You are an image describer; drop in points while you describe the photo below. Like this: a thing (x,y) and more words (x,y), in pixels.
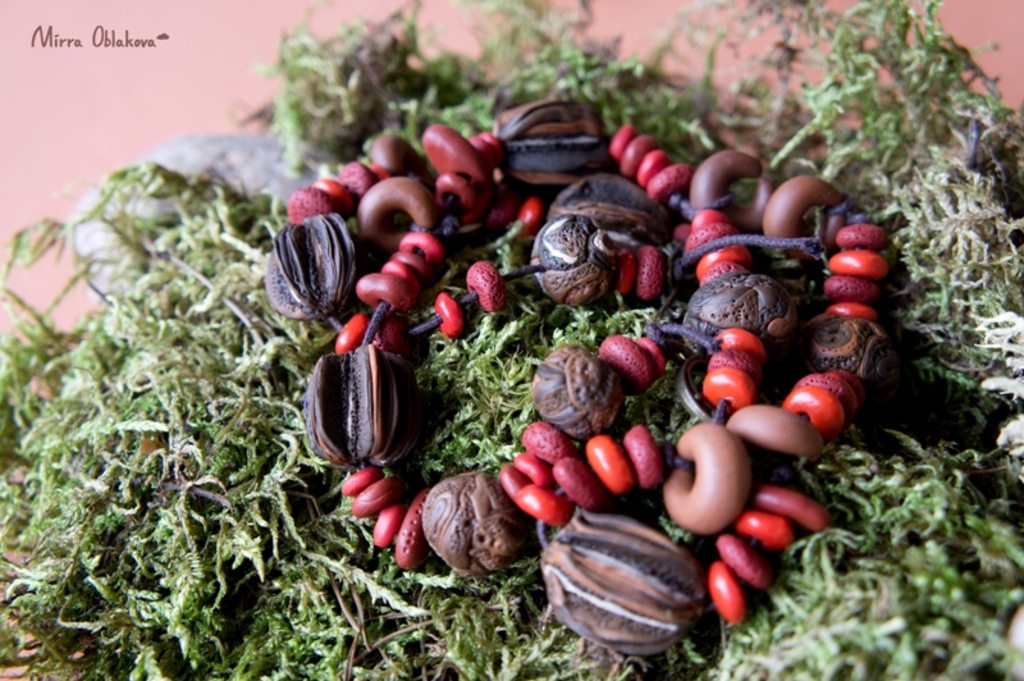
In this image, we can see some leaves (201,261). There is a necklace (535,144) in the middle of the image (358,444). There is a text (125,38) in the top left of the image (142,38).
